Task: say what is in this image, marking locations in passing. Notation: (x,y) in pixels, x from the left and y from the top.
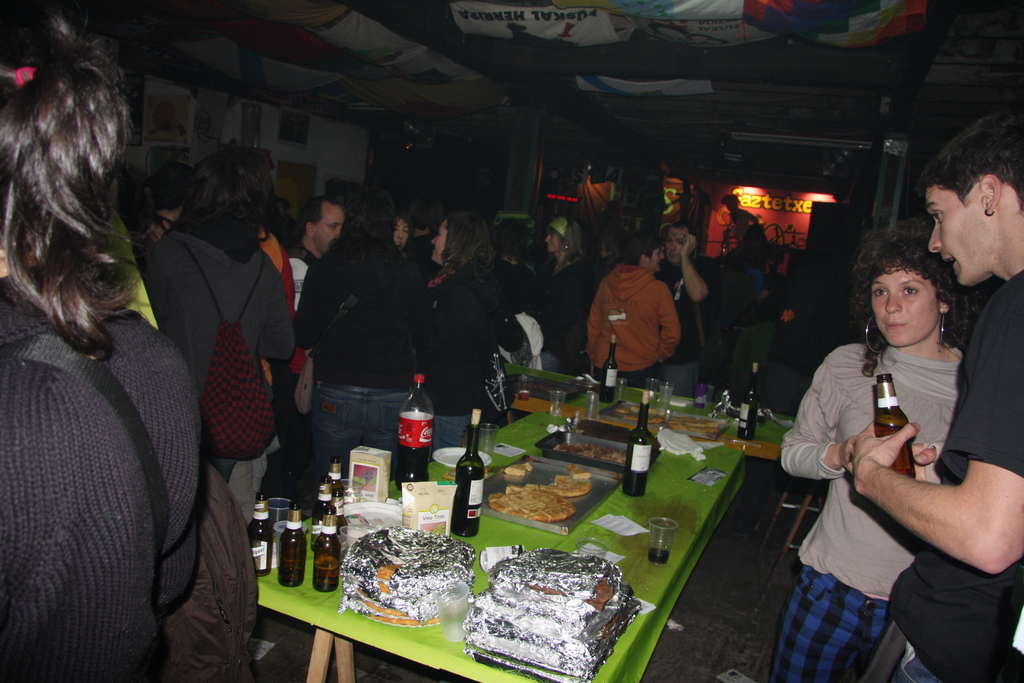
In the picture I can see some persons (461,333) standing and I can see some bottles (467,462), glasses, plates (451,465) and some other food items (521,497) on table (585,534) and in the background of the picture (719,236) there is a wall (631,199).
